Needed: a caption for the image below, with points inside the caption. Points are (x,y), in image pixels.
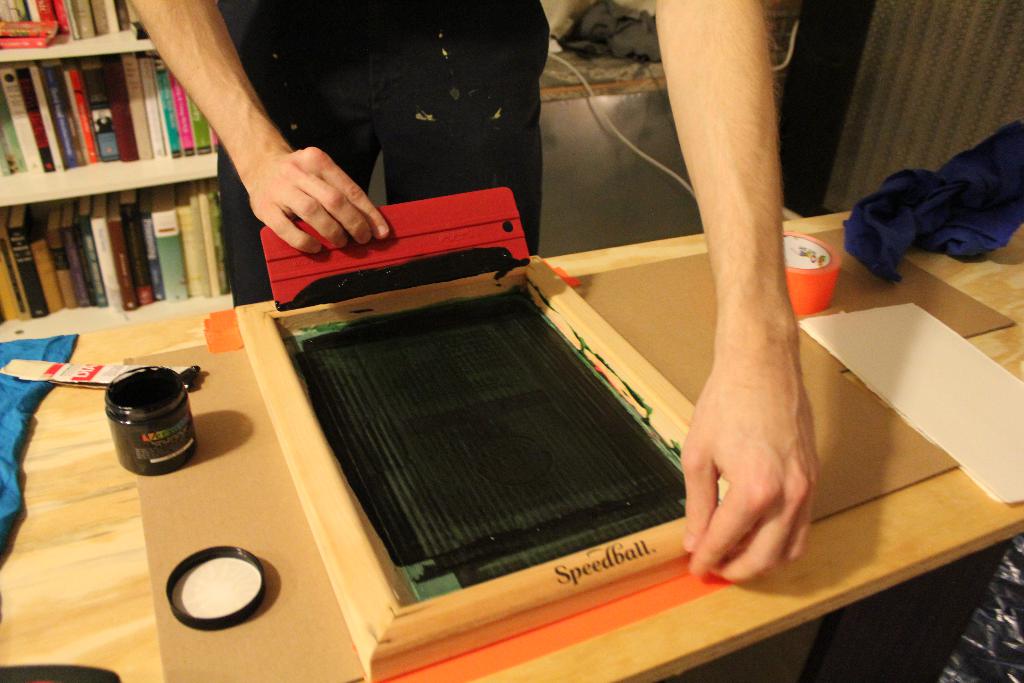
In the image we can see there is a person (529,203) standing and there is paper (948,365) kept on the table (133,611). There is cloth (948,211) and ink pot (157,388) kept on the table (57,576). Behind there are books (58,118) kept in the shelves (62,51).
